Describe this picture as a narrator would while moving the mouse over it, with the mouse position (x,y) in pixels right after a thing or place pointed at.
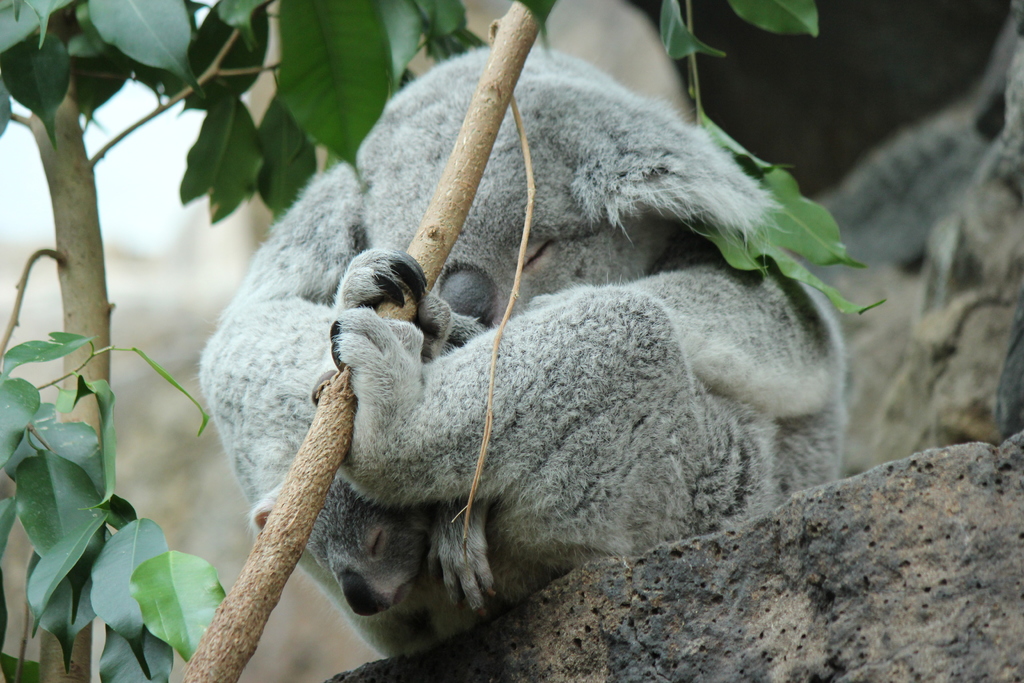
In this we can see there are two koalas (511,377) sat on the rock (594,566) and holding a branch (498,70) of a tree (299,128).
